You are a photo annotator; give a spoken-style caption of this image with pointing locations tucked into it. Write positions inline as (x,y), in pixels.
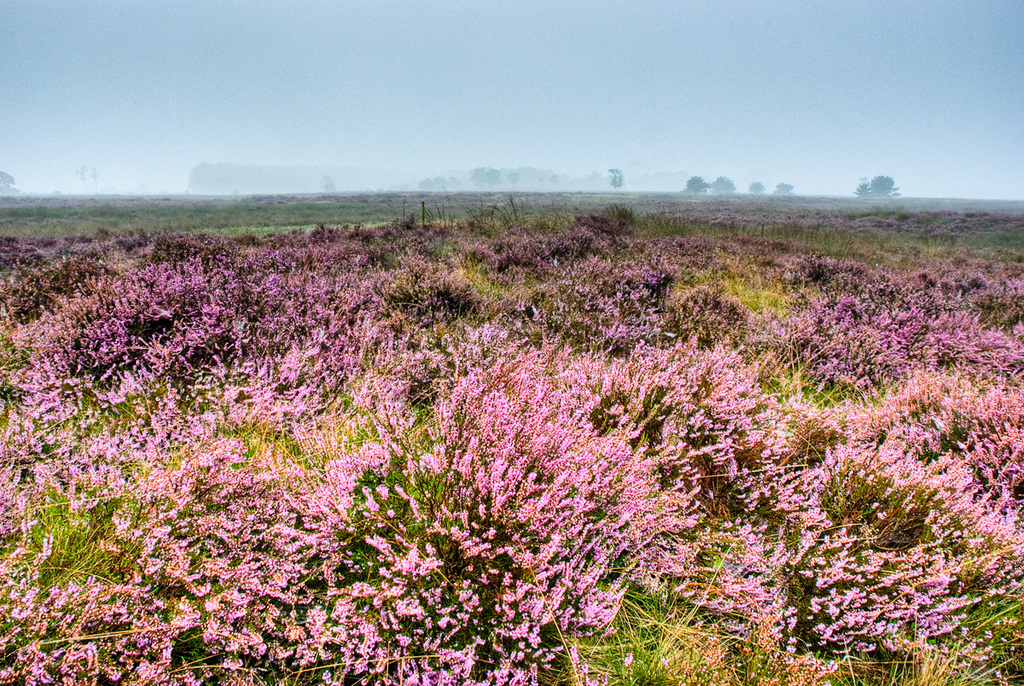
In the foreground (142,434) we can see the flowers (521,499). In the background (615,177), we can see the trees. This is a sky (509,104) with clouds (376,75).
